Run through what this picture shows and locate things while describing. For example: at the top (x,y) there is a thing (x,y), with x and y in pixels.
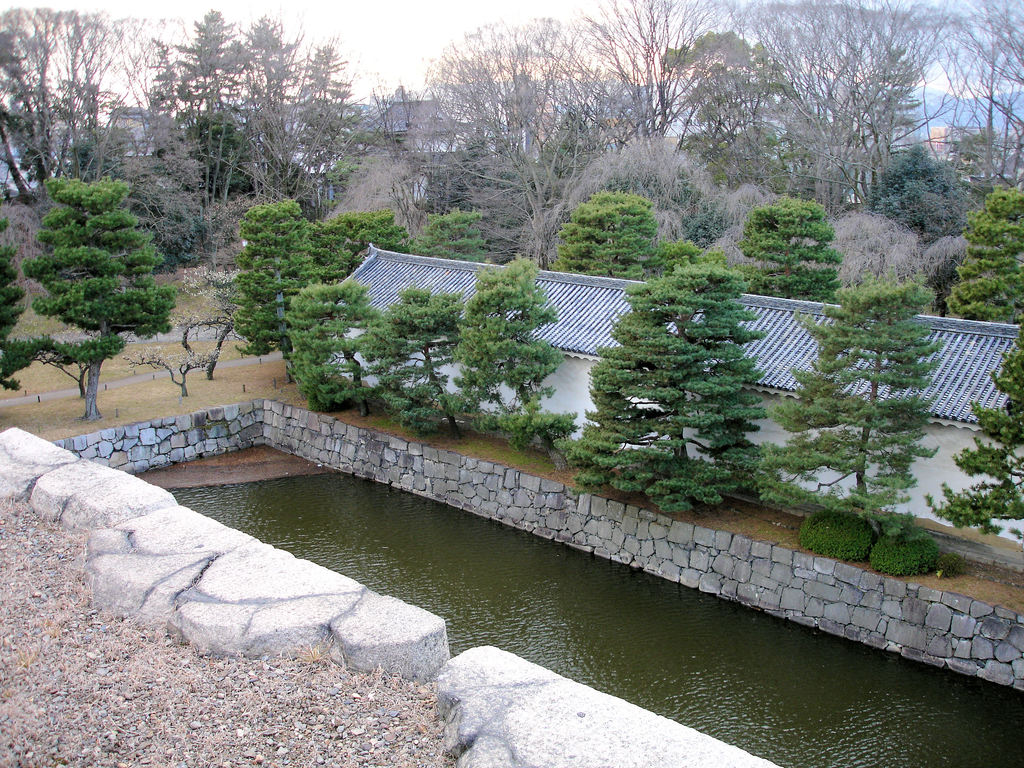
In this image, we can see some water (339,537). There are a few trees (683,390), plants (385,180) and some grass (239,382). We can see a shed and the ground (232,691) with some objects (153,696). We can see the wall (143,432) and some hills (971,124). We can see the sky (391,22).
